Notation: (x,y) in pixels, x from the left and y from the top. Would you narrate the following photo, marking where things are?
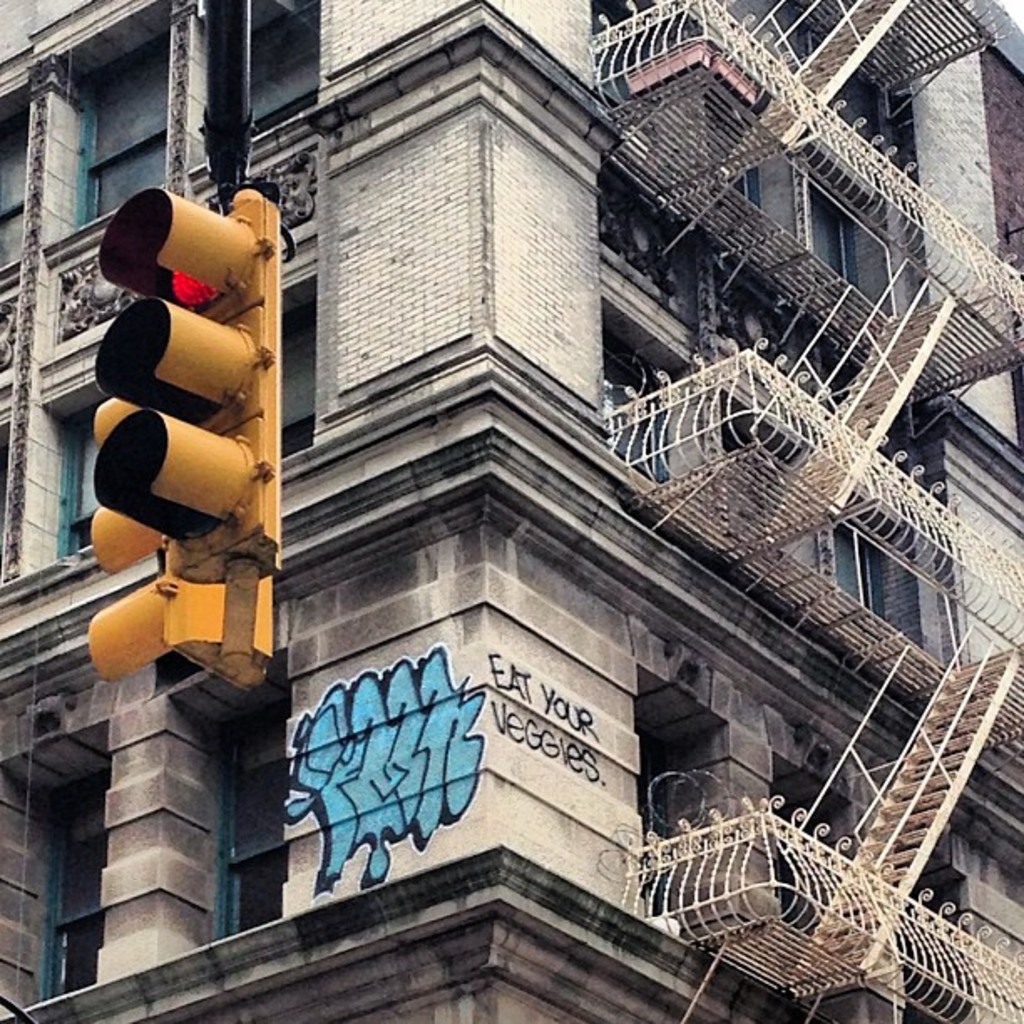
In this image we can see a building (344,437) with pillars (138,894), staircase (914,792), some text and a picture (446,824) on a wall (409,790). We can also see some traffic lights (234,417).
